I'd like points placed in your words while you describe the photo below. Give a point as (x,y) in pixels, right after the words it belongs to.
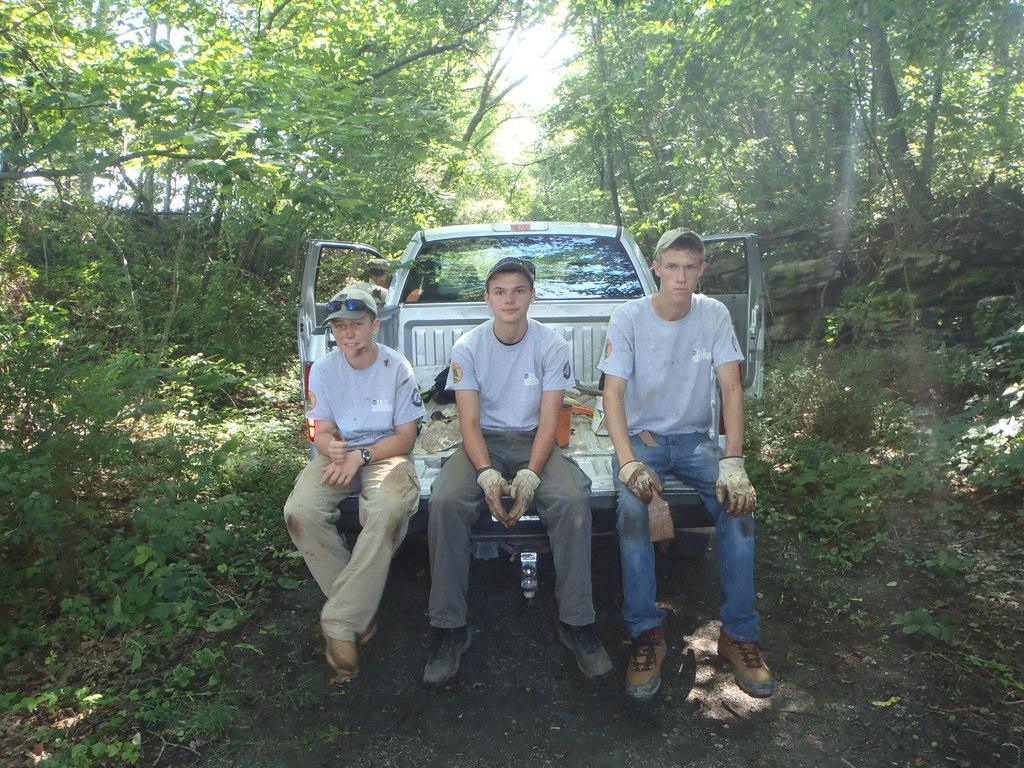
In the middle of the image (362,389) three persons (321,468) are sitting on the vehicles (460,268). Behind the vehicle (431,277) there are some trees (114,116). Behind the trees (550,136) there is sky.
